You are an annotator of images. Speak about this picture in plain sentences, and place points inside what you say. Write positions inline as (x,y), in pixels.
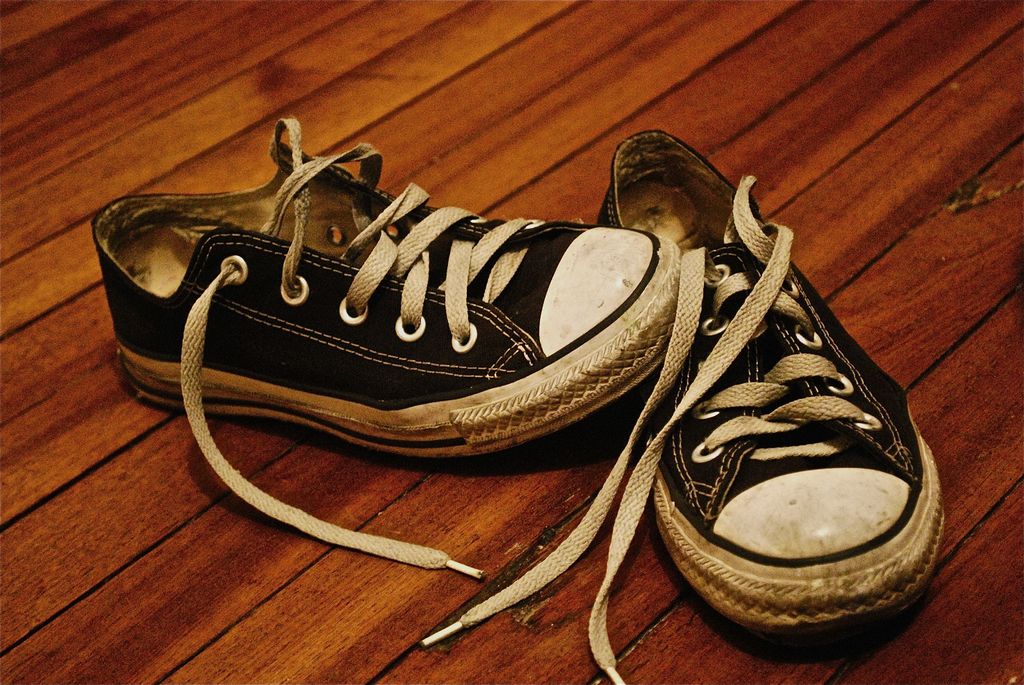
In the picture I can see a pair of black color shoes (618,514) are kept on the wooden surface (346,550).
